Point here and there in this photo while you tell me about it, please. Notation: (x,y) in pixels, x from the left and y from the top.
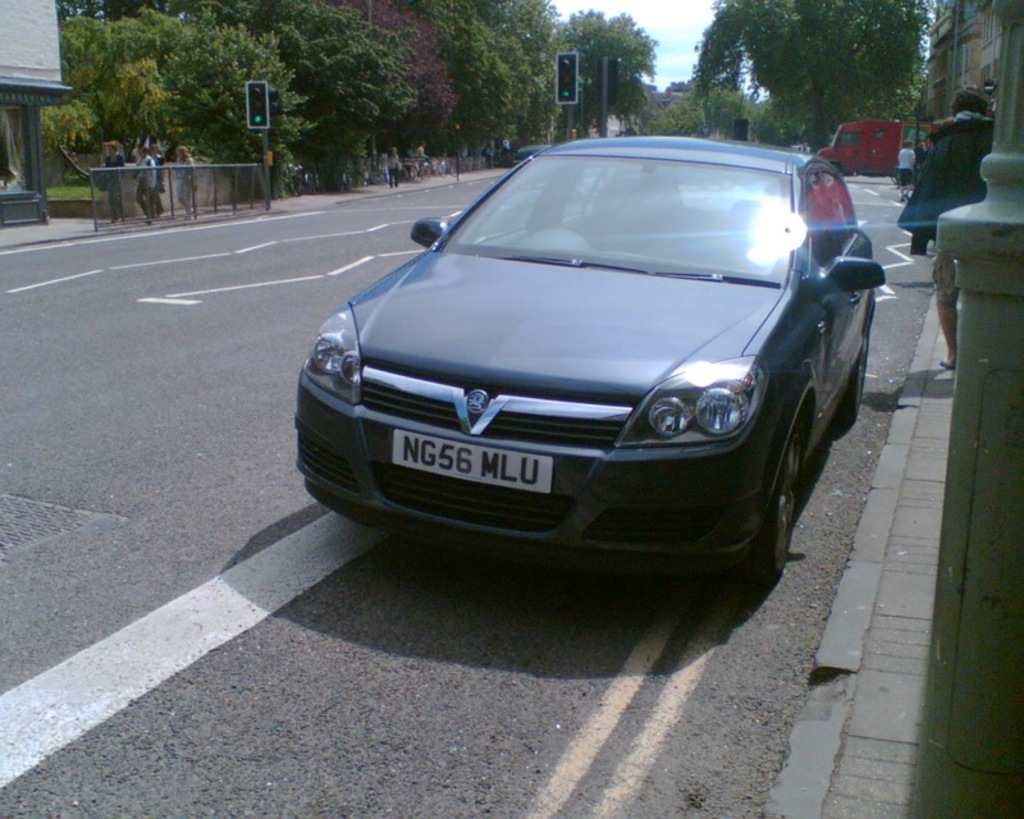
In this image, we can see a car (706,403) is parked on the road (568,688). Here we can see few lines (127,673) on the road (351,664). Right side of the image (982,627), there is a pole (973,566) and walkway (917,563). Background (159,203) we can see few people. Few are standing and walking. Here there are so many traffic signals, trees (844,61), building (955,87), pillars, rods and sky (648,32).
